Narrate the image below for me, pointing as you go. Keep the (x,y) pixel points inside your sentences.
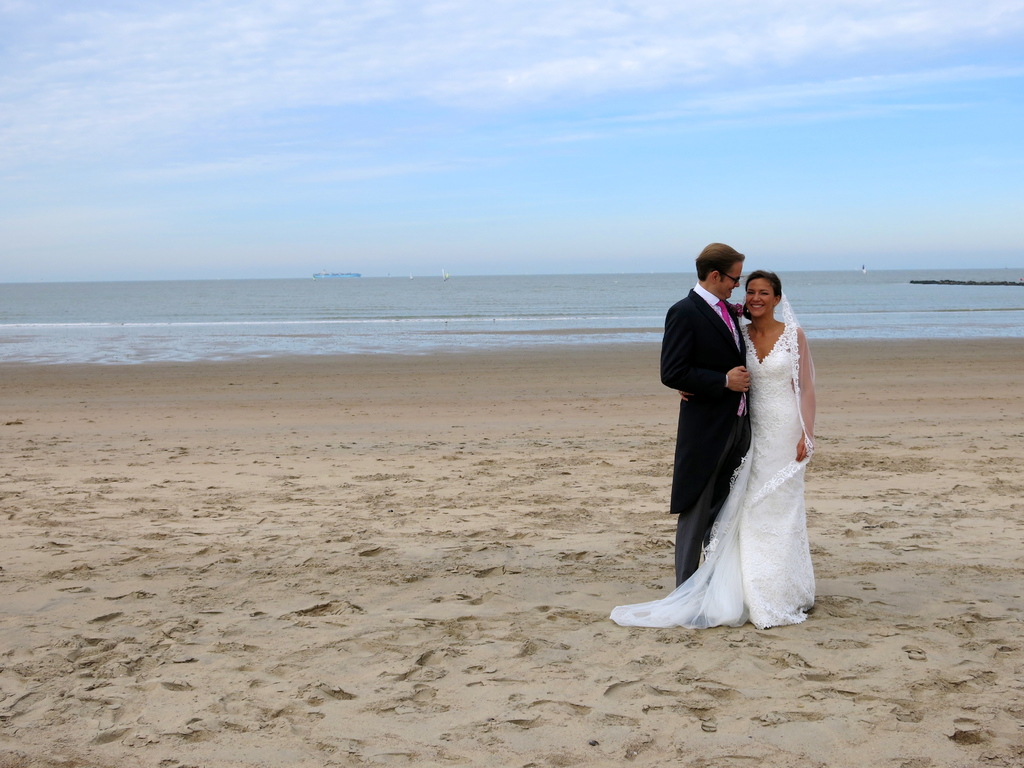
In this picture there is a man (714,331) who is wearing suit (685,419), trouser (689,542) and spectacle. Beside him there is a woman (787,467) who is wearing white color dress (767,444). Both of them are standing on the beach (651,569). In the background (145,320) I can see the ocean (610,315). At the top (605,123) I can see the sky (538,133) and clouds (438,96).
